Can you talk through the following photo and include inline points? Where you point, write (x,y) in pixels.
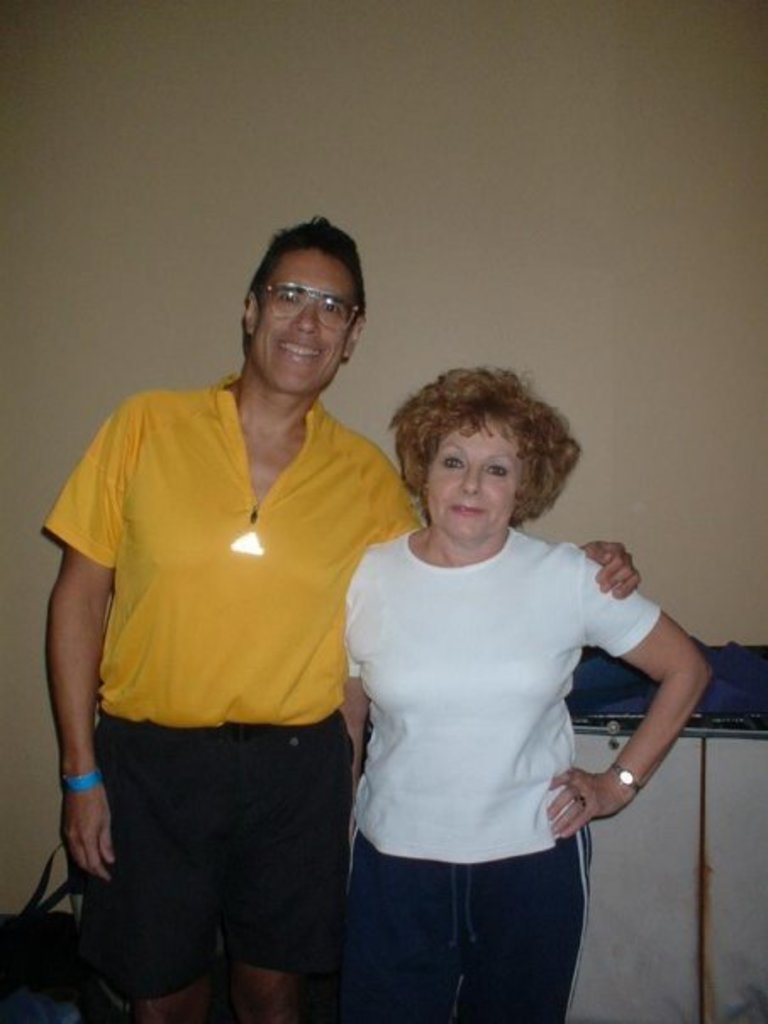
In this picture I can see a man (288,672) and a woman (373,753) are standing in the middle (445,643), they are smiling. In the background (367,228) there is the wall (616,314).
